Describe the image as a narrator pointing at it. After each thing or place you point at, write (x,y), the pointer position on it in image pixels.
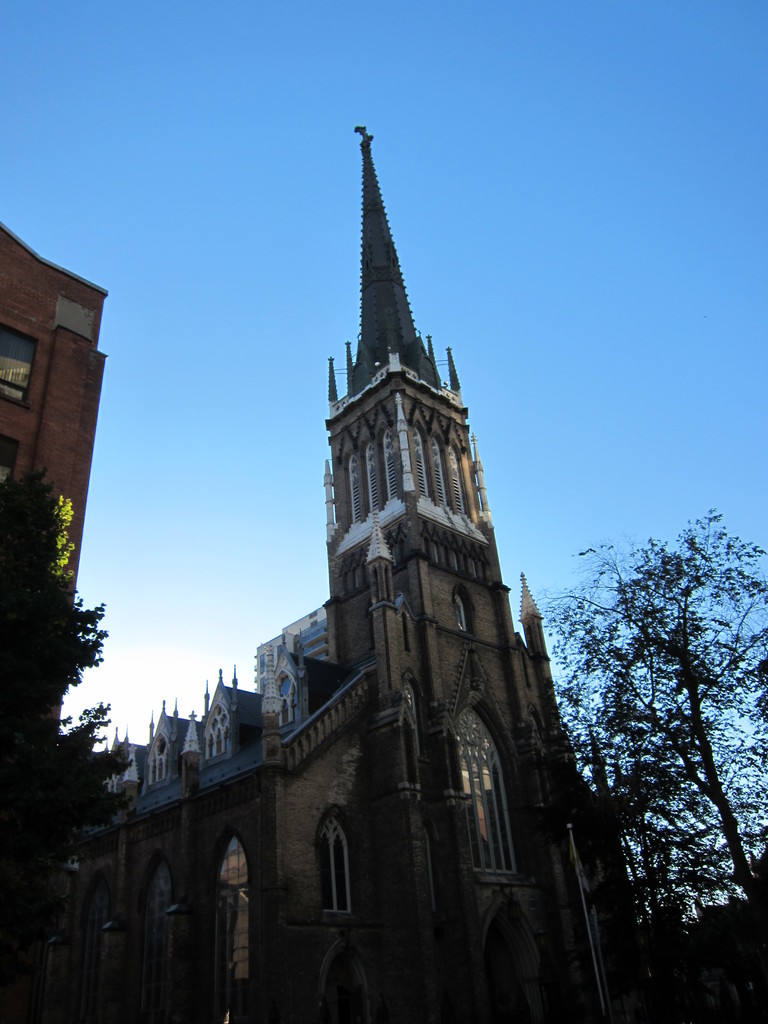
The picture is taken outside a city (436,643). In the foreground of the picture (422,583) there are trees (644,814), buildings (59,432). Sky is clear.
